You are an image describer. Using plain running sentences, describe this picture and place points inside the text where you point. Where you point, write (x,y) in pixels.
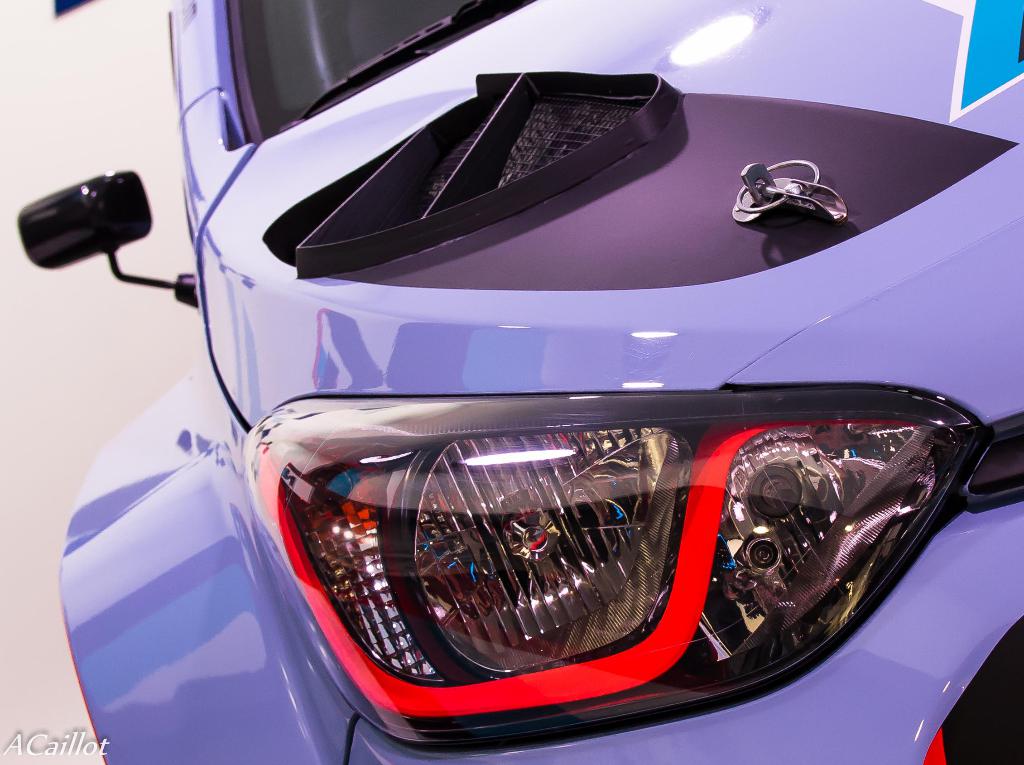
In this picture we can see a vehicle (419,386).
